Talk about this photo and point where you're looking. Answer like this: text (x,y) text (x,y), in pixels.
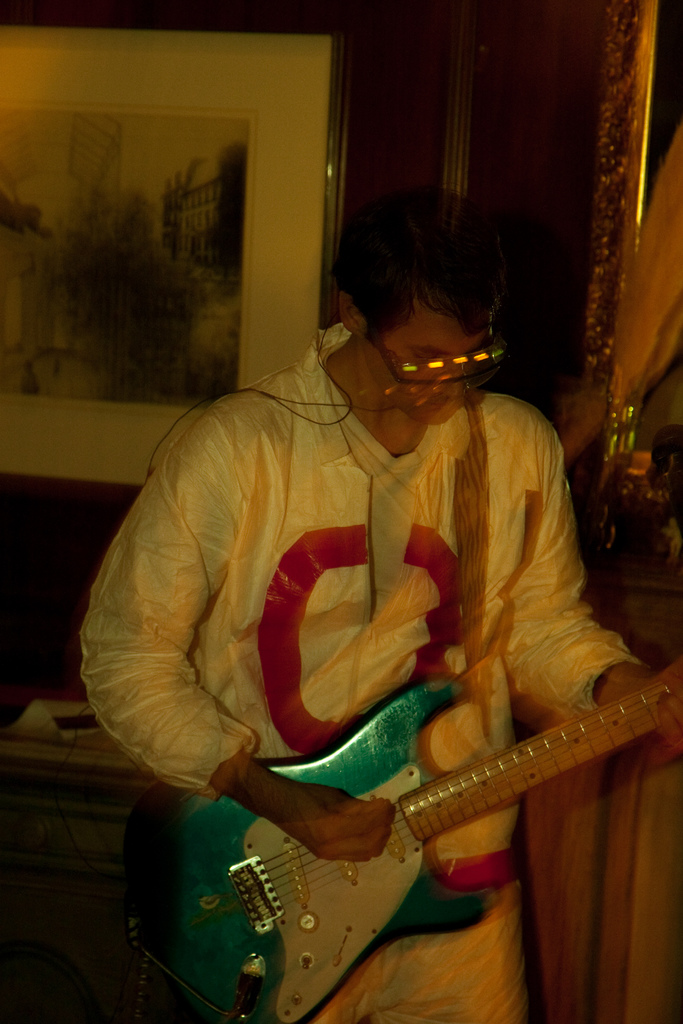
In this picture there is a man (349,624) playing a guitar (231,918) in his hands (349,809). He is wearing a spectacles (402,383). In the background (253,364) there is a photo frame (272,153) attached to the wall (412,137).
